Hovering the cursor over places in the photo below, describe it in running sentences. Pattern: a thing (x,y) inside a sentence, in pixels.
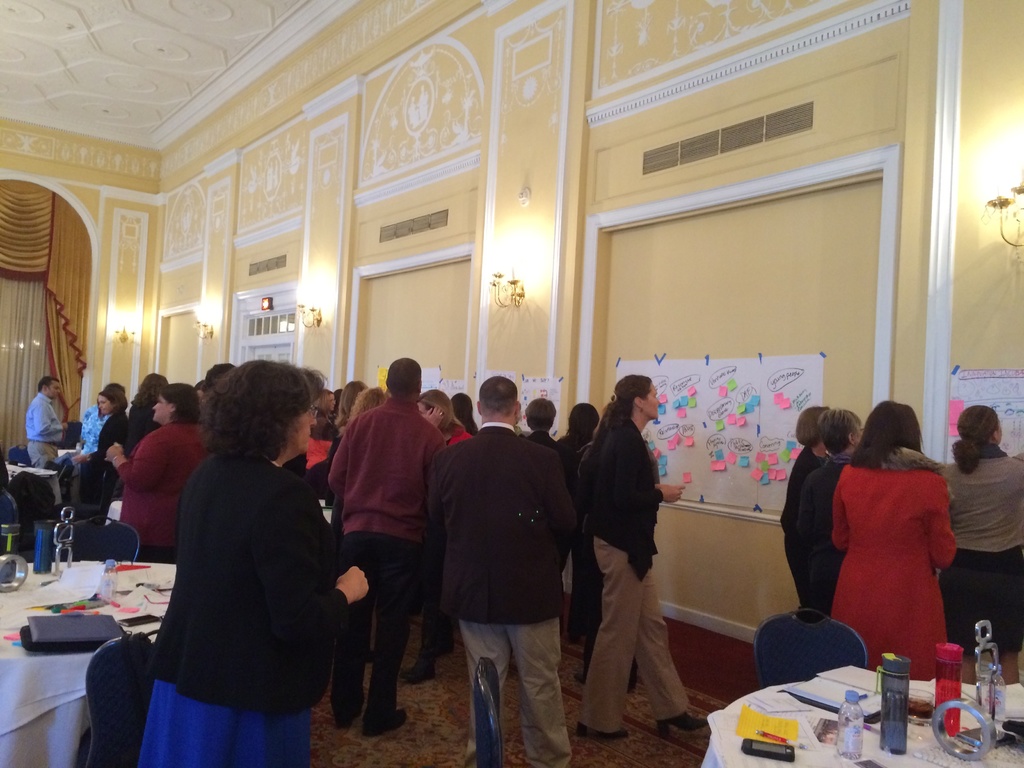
In the image there are many people (443,558) looking at the posters (725,454) and charts (758,486) on the wall (867,152), this seems to be a workshop.
